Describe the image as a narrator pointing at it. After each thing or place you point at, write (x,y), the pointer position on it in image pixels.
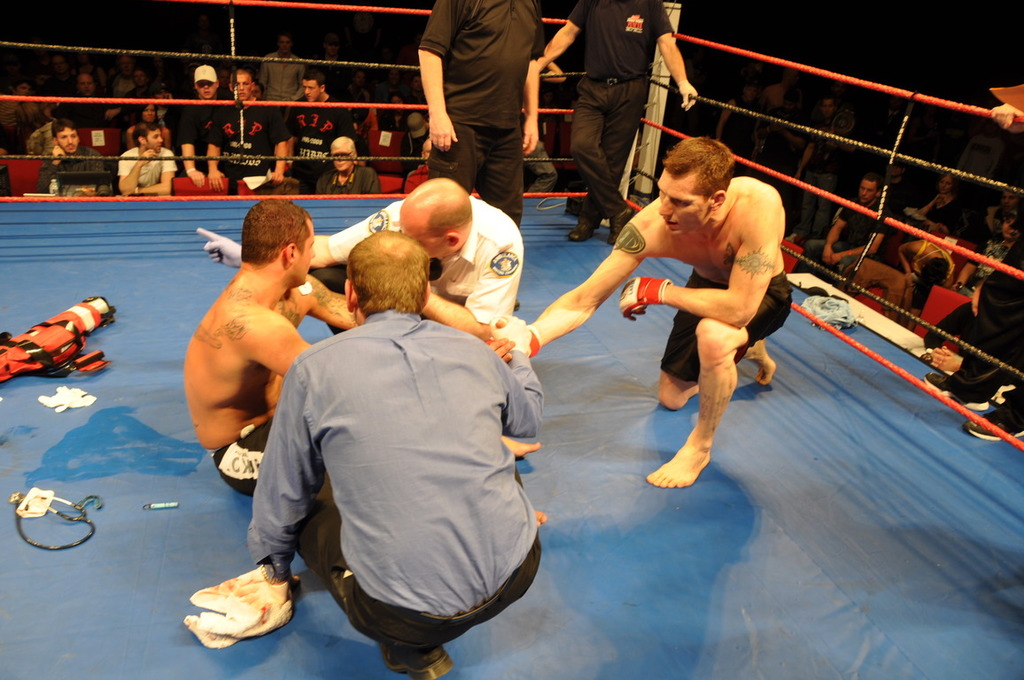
In this image, there are six persons (331,258) on the boxing ring (575,530). There are two persons (489,48) at the top of the image (613,69) standing and wearing clothes (463,60). There are some persons (321,135) wearing clothes (934,212) and sitting on chairs (925,320).
